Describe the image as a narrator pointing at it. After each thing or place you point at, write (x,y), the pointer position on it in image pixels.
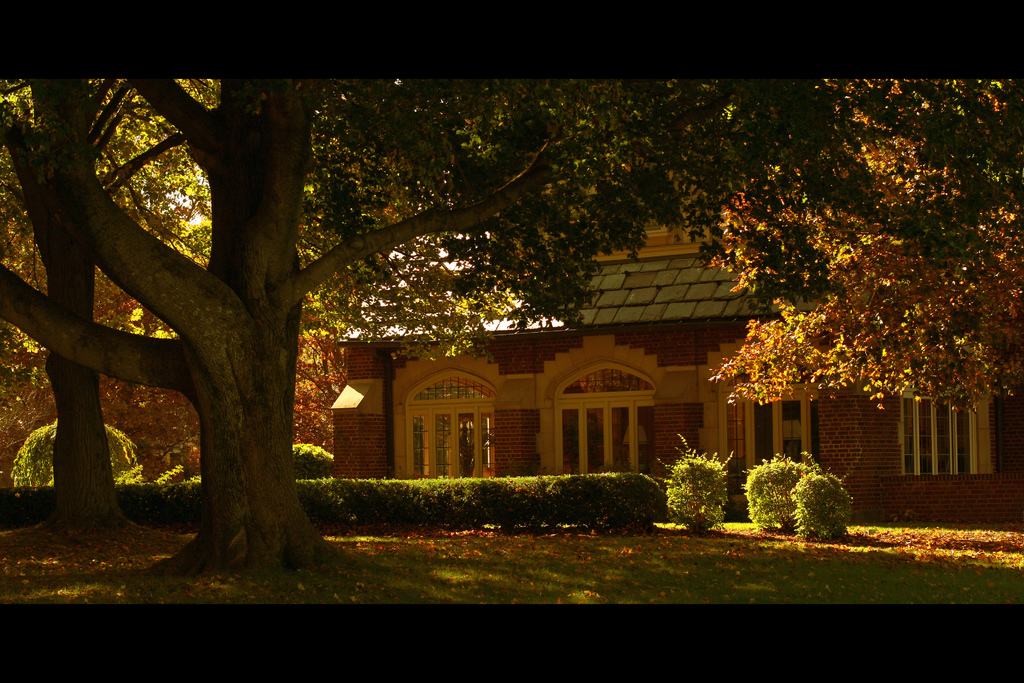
In this image I can see many trees (316,415) and plants (565,516). In the background (641,389) I can see the house (504,442) with windows (621,456) and there is a sky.
